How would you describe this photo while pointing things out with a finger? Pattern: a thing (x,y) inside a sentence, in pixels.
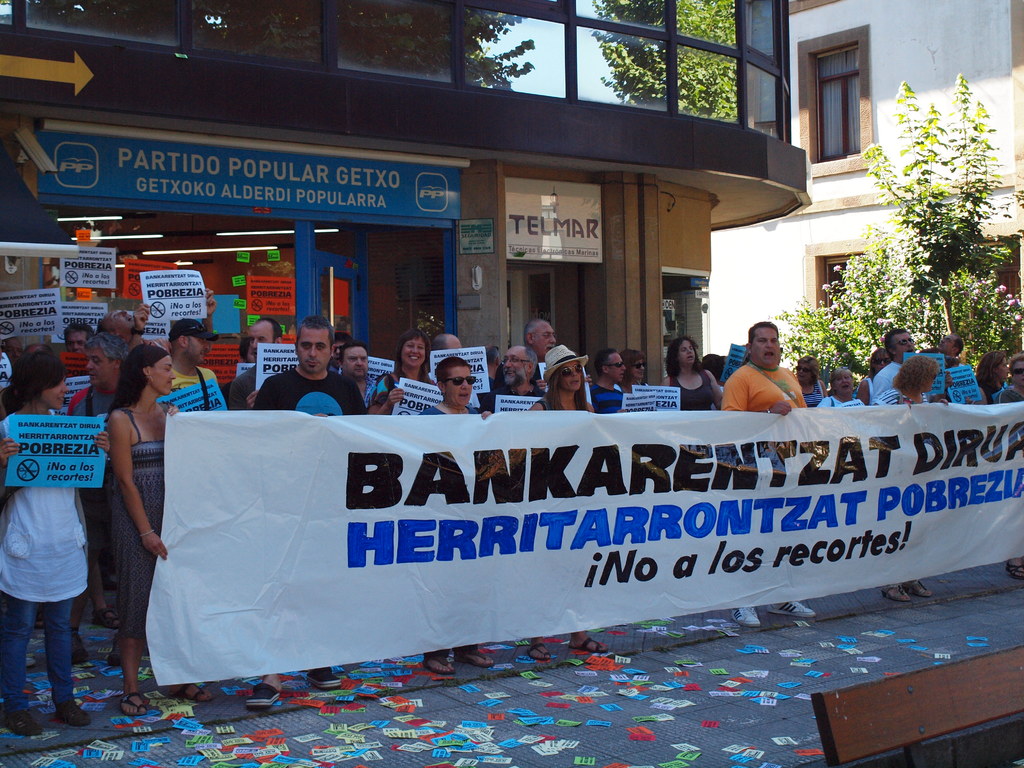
In this image I can see number of people (60,528) are standing and I can see most of people (325,318) are holding boards (54,339). In the front (390,541) I can see few people (486,659) are holding a white banner (230,545). On this banner (394,487) and on these boards (55,436) I can see something is written. In the background (675,82) I can see few trees (959,202), two buildings (684,206), the sky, two boards (558,218) on the one building (488,171) and on these boards (381,196) I can see something is written. On the bottom side of the image (397,659) I can see number of colourful papers (45,762) on the ground (864,654).
